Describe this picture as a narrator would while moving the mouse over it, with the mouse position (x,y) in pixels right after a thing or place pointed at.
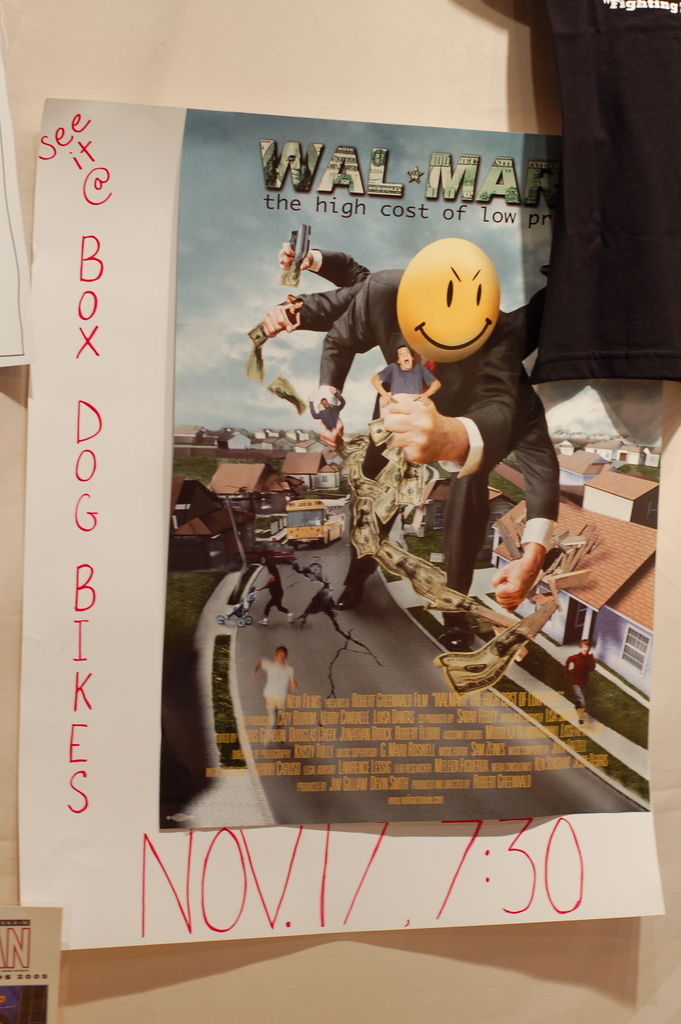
In this image, we can see a poster (46,690) on the wall (36,161).
